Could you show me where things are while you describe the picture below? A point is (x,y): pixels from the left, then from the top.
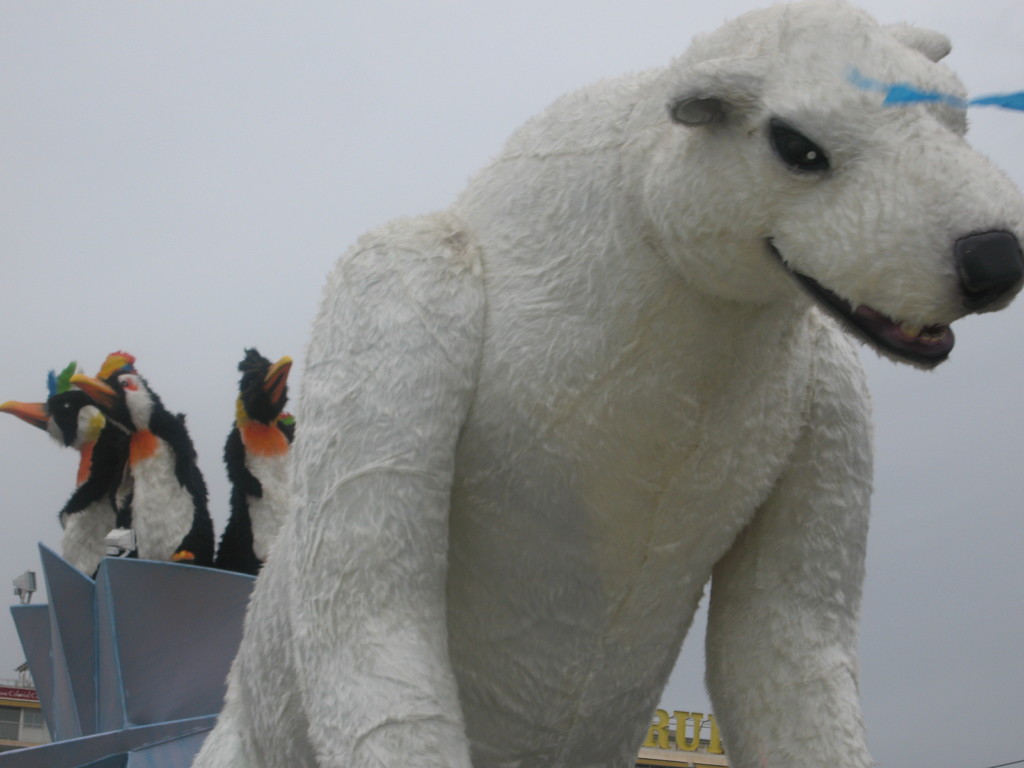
In this picture we can see an animal (456,453), penguins (251,561), panels (54,715), and some objects (17,693) and in the background (238,216) we can see the sky (317,175).
